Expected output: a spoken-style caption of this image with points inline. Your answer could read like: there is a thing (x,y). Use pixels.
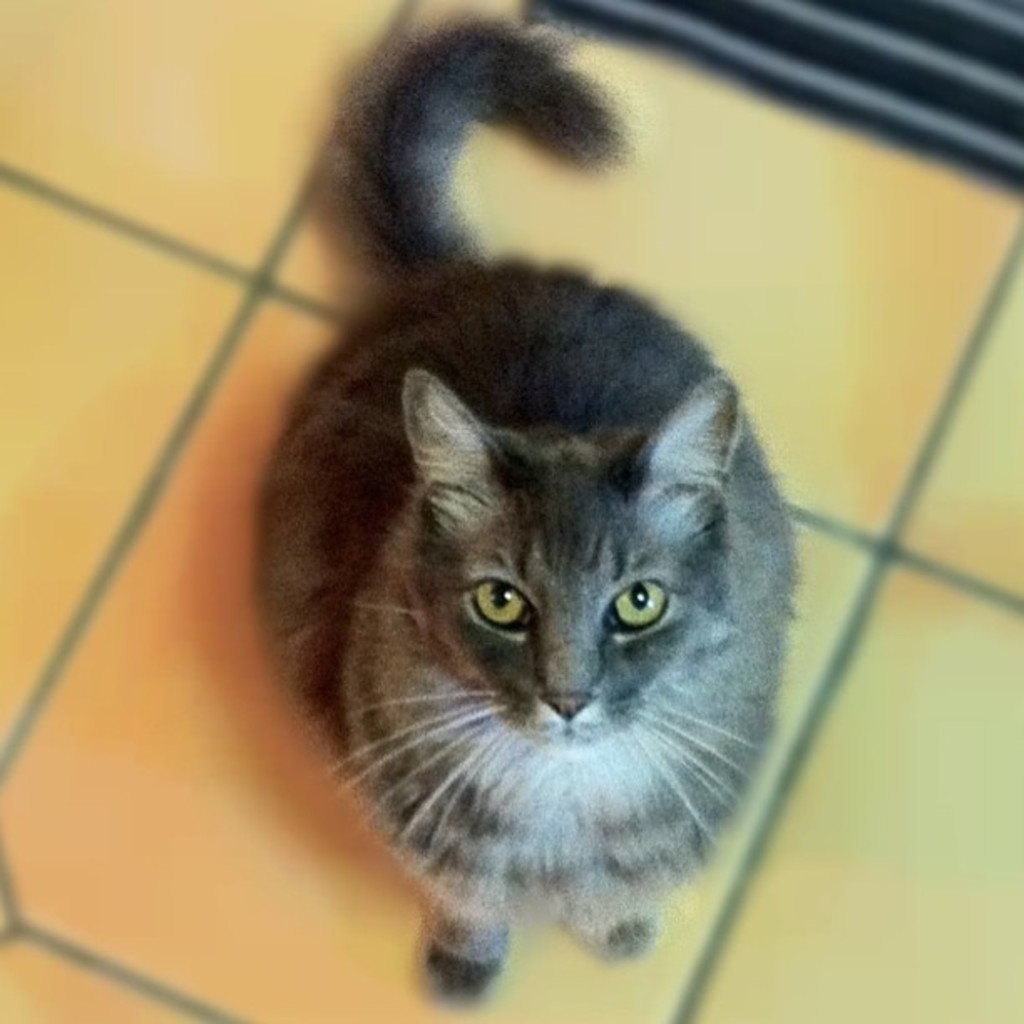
This picture contains a cat (348,556) which is in grey color is sitting on the floor (238,875). In the right top of the picture (808,73), it is black in color. This cat (426,612) is looking at the camera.
